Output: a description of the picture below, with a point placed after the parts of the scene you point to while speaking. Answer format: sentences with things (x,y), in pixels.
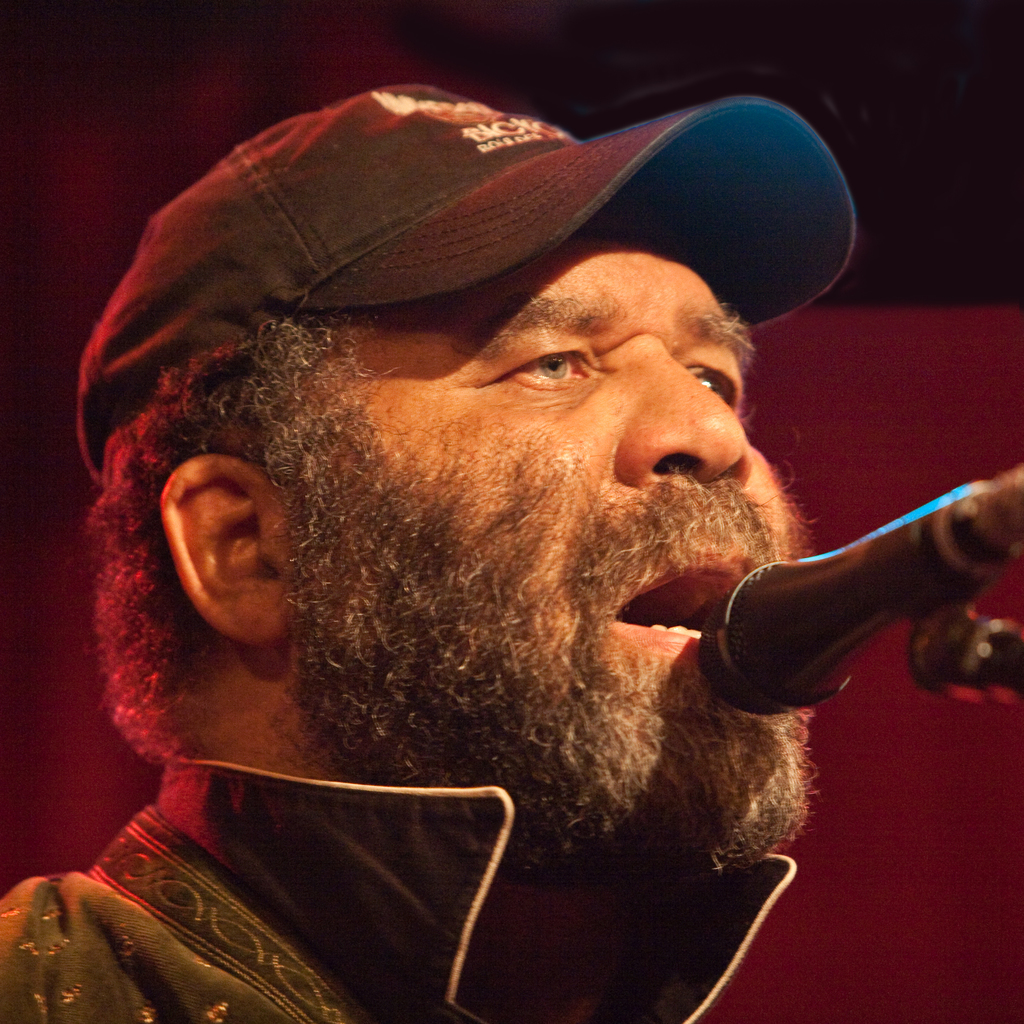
In the image there is a man (296,314) with a cap (405,147) on his head (560,699). In front of his mouth (632,591) there is a mic (810,599). And behind him there is a dark background (944,996).
